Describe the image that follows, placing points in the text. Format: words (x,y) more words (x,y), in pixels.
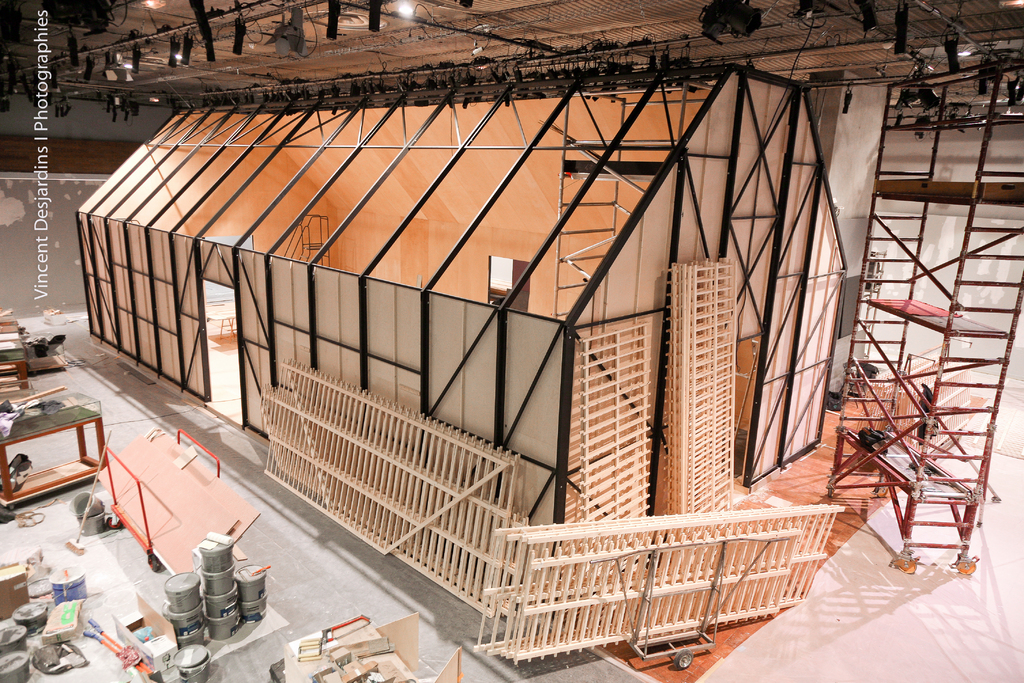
In this image we can see a room (280,205) and some metal frames (399,232). At the top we can see some lights (85,18). And we can see some other objects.
